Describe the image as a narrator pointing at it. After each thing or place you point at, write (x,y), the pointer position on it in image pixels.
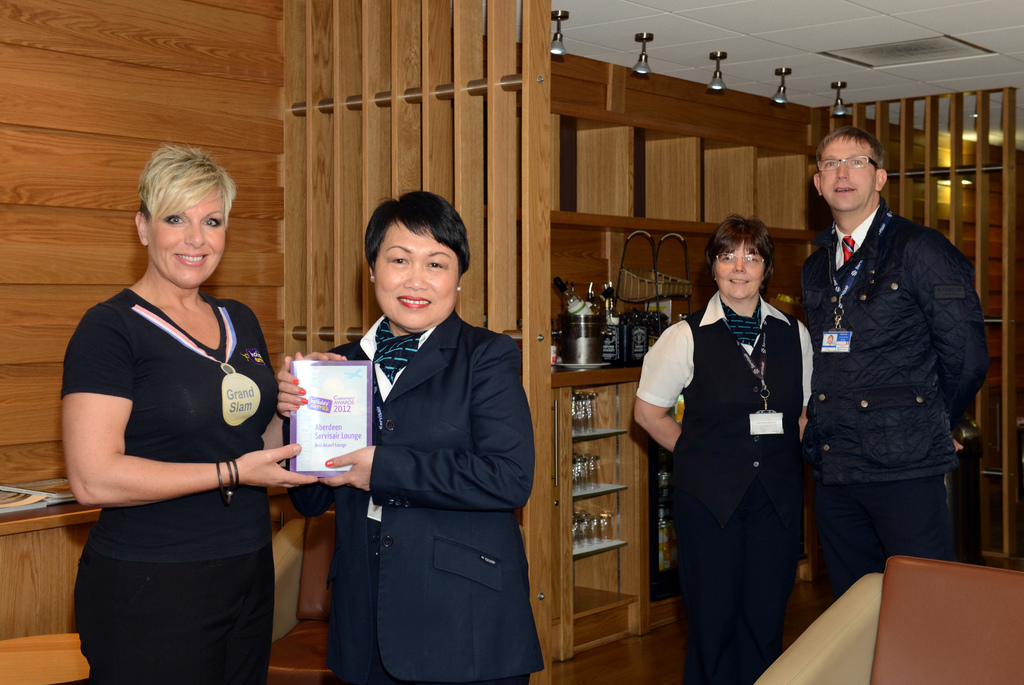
In this picture there are two ladies (254,464) on the left side of the image (242,569), by holding a trophy (323,456) in their hands (295,451) and there is a man (887,244) and a woman (667,400) on the right side of the image (917,234) and, there are utensils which are placed on the racks (559,228) in the background area of the image (657,145), there are lamps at the top side of the image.
